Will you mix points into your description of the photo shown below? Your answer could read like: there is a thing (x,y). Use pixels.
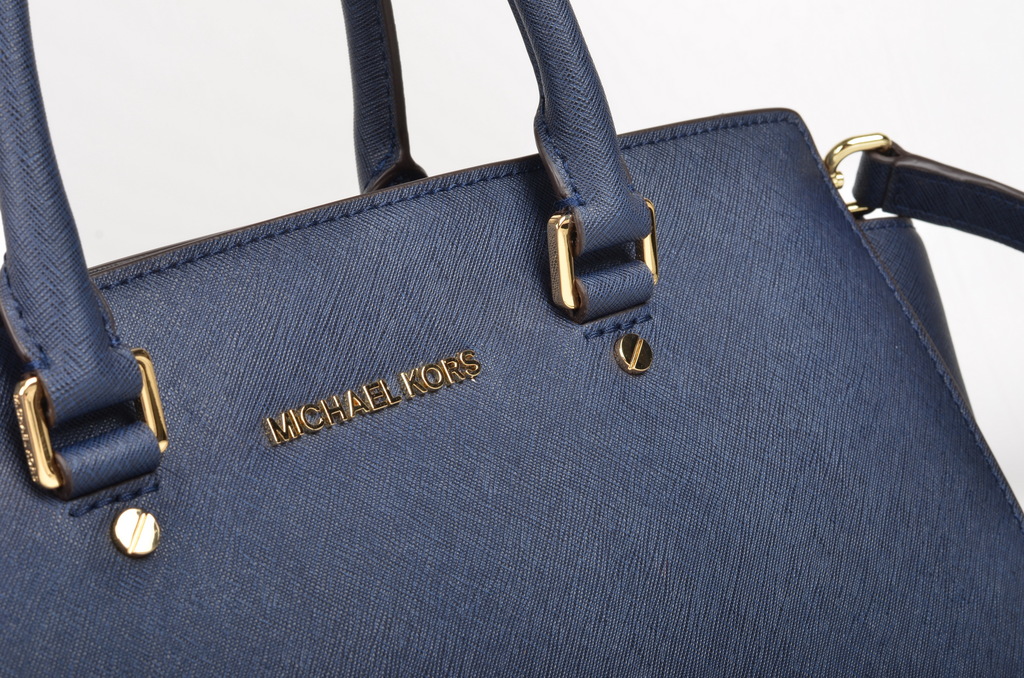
This is a handbag (379,222).
